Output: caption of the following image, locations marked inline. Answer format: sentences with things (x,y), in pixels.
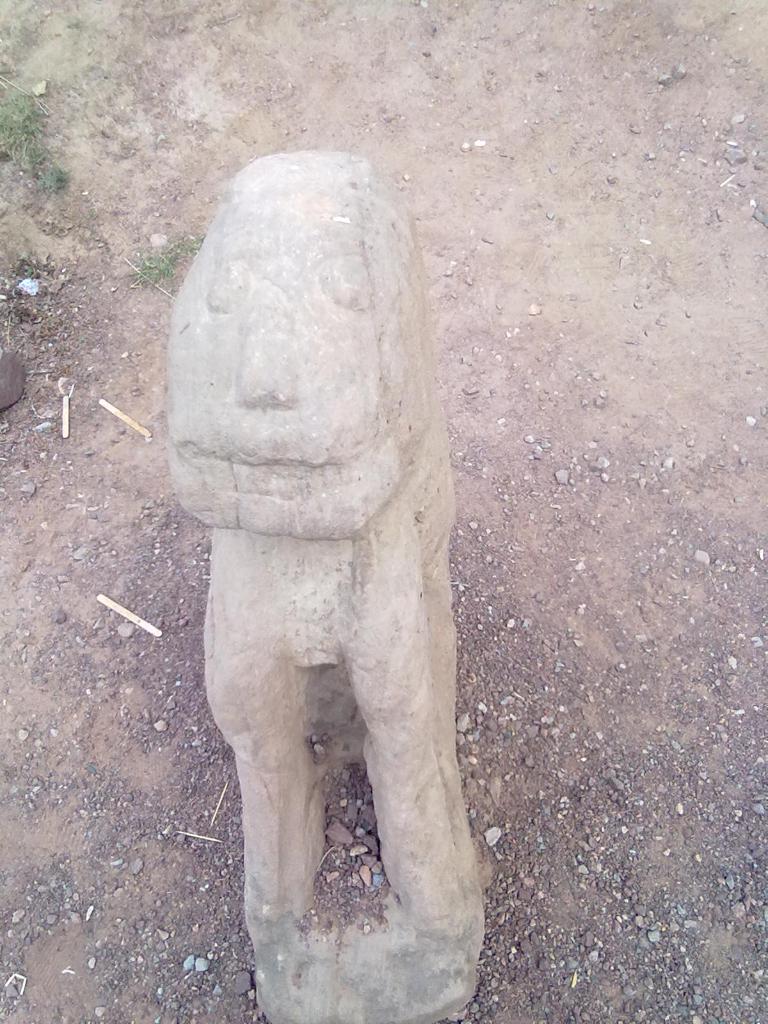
In this image I can see sculpture (361,654) on the ground (526,741). In the middle of the sculpture (323,816) there are some small particles (348,845) and on the ground (143,633) there are some sticks (124,611).
